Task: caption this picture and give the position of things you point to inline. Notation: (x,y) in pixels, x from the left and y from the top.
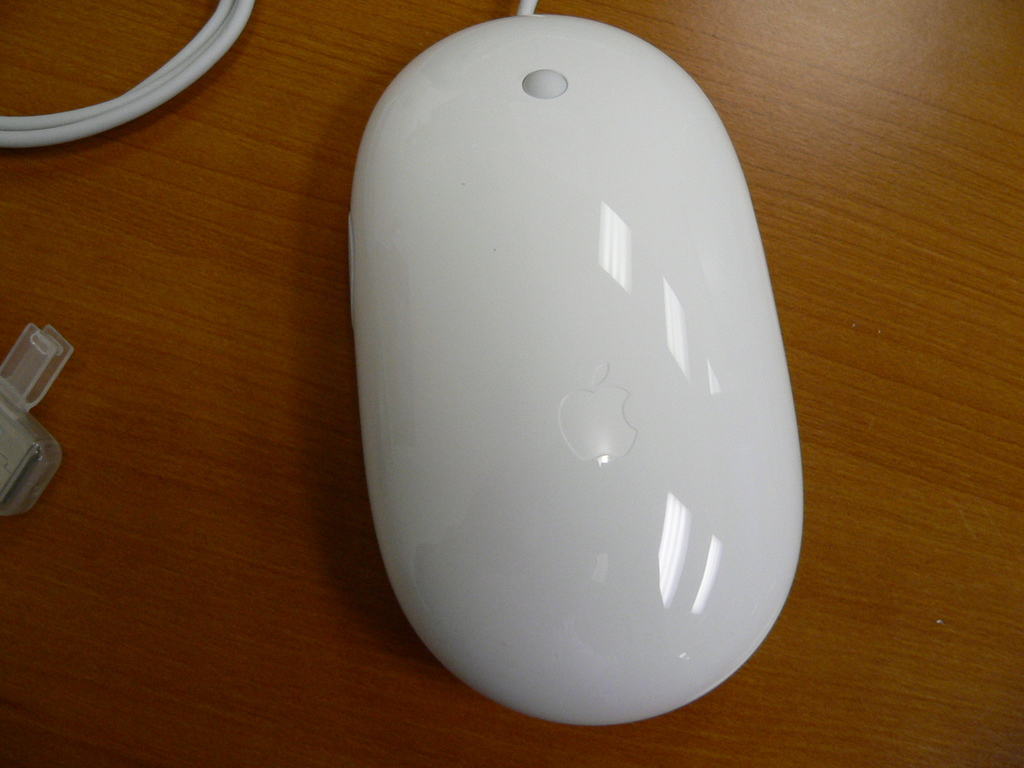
In this picture there is a white color mouse (706,374) which is kept on the table (984,496). On the left (19,365) I can see the plastic object (39,478). In the top left corner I can see the cable (231,44).
